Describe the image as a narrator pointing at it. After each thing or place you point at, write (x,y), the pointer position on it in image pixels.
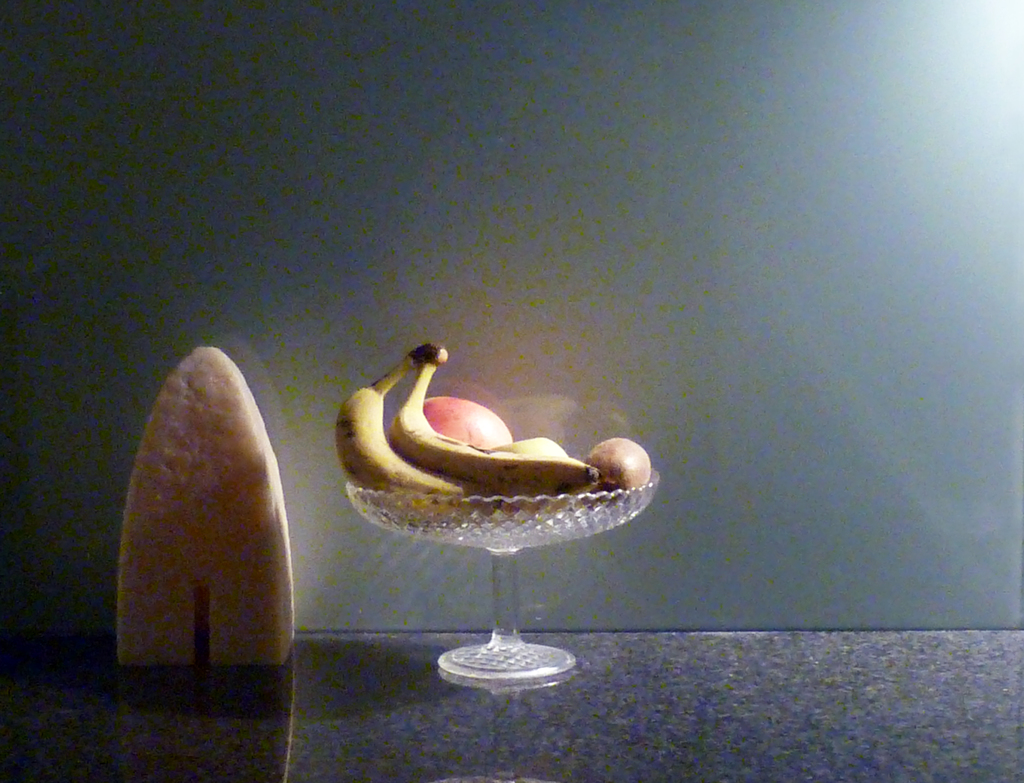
In the center of the image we can see one table (657,663). On the table (262,765), we can see one bowl (511,607) and cream color object (232,538). In the bowl (542,651), we can see bananas (469,474) and some other fruits (542,452). In the background (529,427) there is a wall (384,282).
